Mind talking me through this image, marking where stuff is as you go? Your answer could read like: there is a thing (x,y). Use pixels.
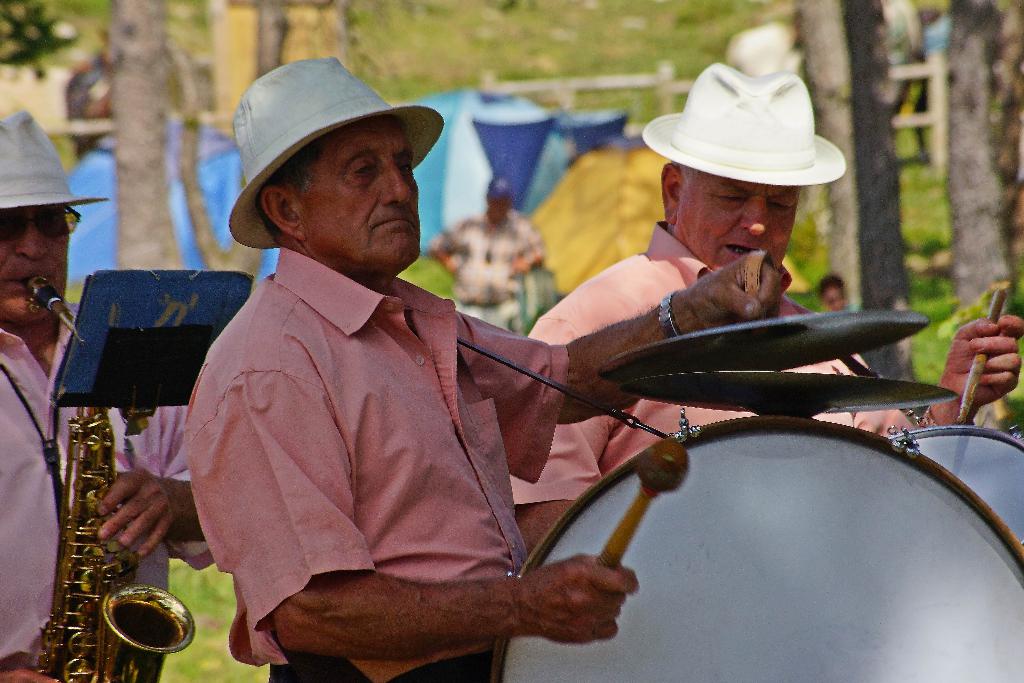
In this picture we can see three men (298,287) playing drums (705,540), saxophone (176,652) and in background (460,132) we can see other person (502,235) standing, tents (469,123), grass (551,57), fence (575,84), trees (193,86).
